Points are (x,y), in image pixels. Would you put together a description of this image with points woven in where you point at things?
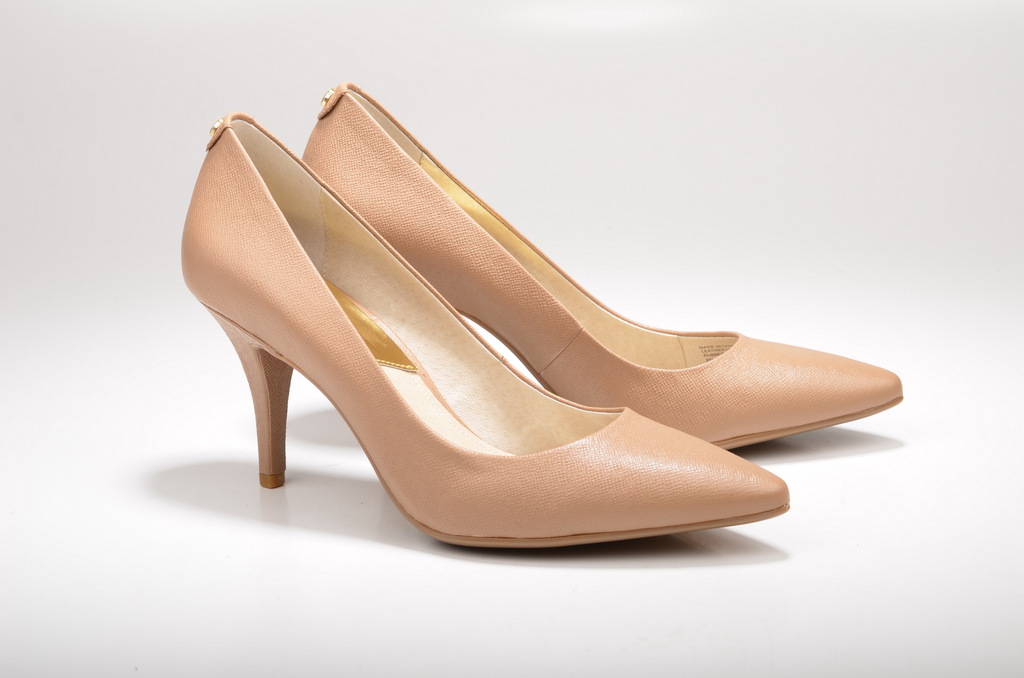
In this image we can see pair of heel pumps (397,309) which are of color gold and cream.
